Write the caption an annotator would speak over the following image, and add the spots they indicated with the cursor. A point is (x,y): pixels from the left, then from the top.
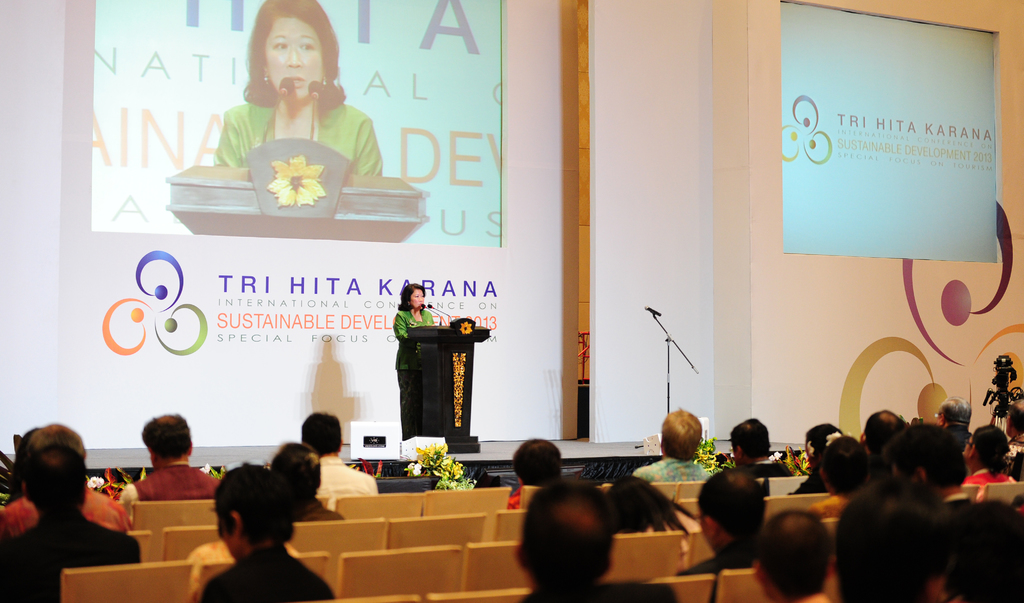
This image is taken indoors. At the bottom of the image (366,538) there are a few empty chairs (383,554) and a few people (278,546) are sitting on the chairs (413,515). In the middle of the image (411,384) a woman (420,304) is standing on the dais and there is a podium (449,375) and a mic (669,369). In the background (981,245) there are two boards (239,269) with text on them.
